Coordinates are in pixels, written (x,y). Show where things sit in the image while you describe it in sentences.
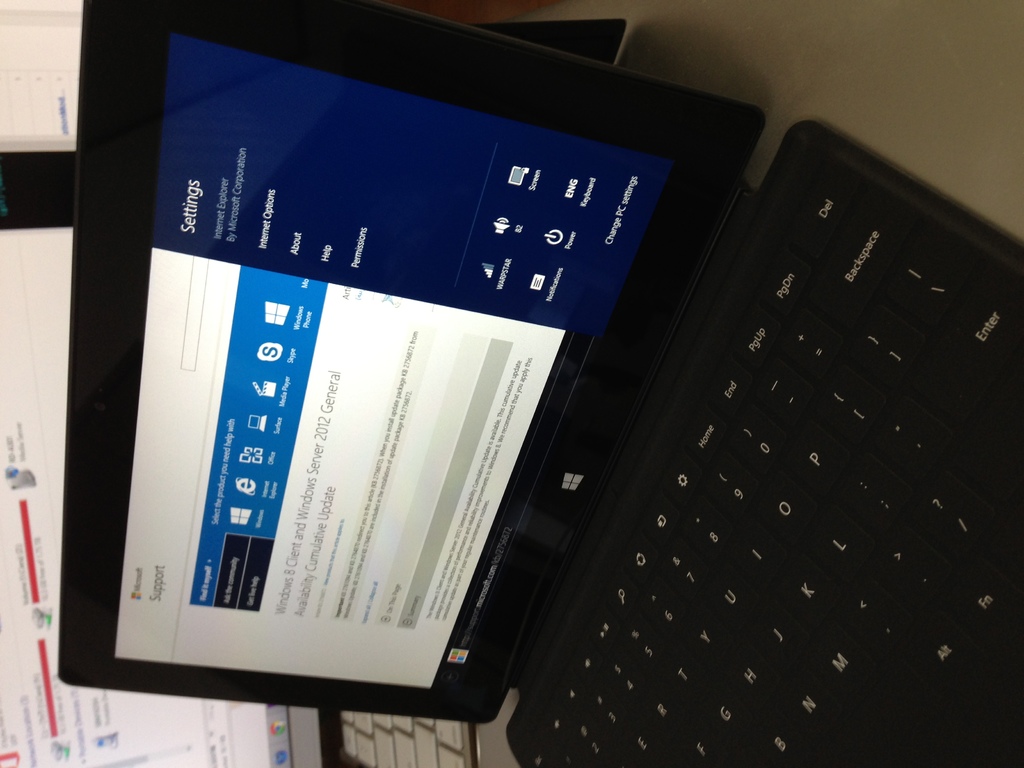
In this image we can see few laptops (333,624). We can see some text (315,551) and few logos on the laptop screens (279,625).
